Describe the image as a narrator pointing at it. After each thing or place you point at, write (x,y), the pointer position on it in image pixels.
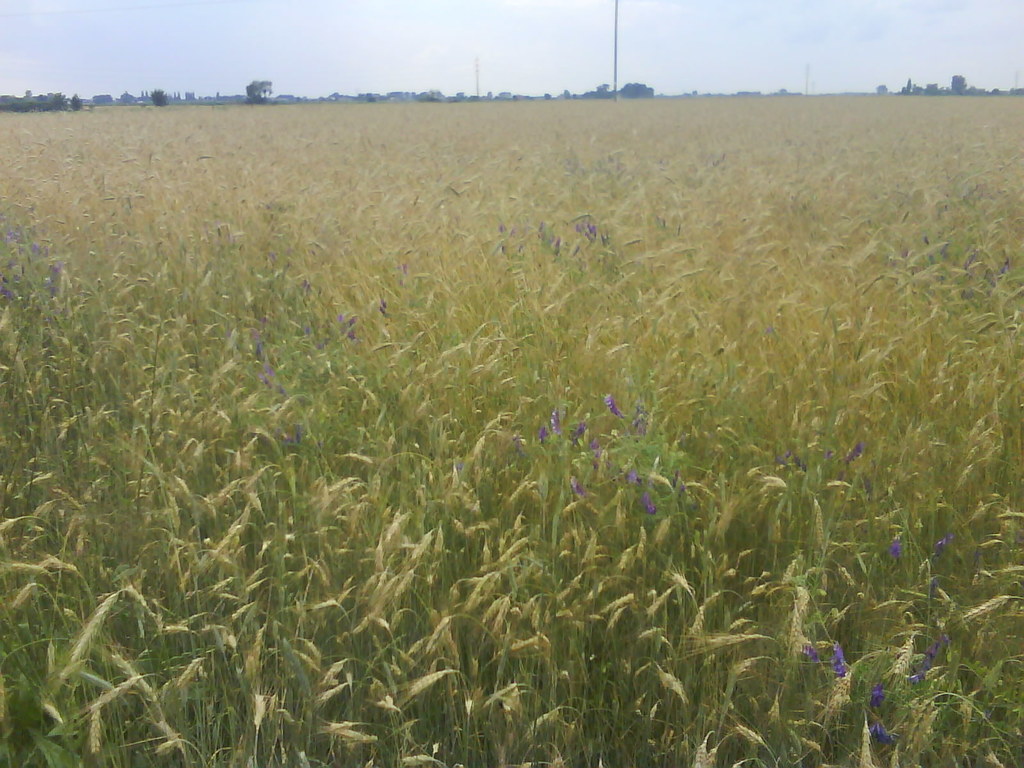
In this image I can see few plants (117,319) in green color, flowers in purple color. Background (713,51) I can see few poles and the sky (260,36) is in white color.
